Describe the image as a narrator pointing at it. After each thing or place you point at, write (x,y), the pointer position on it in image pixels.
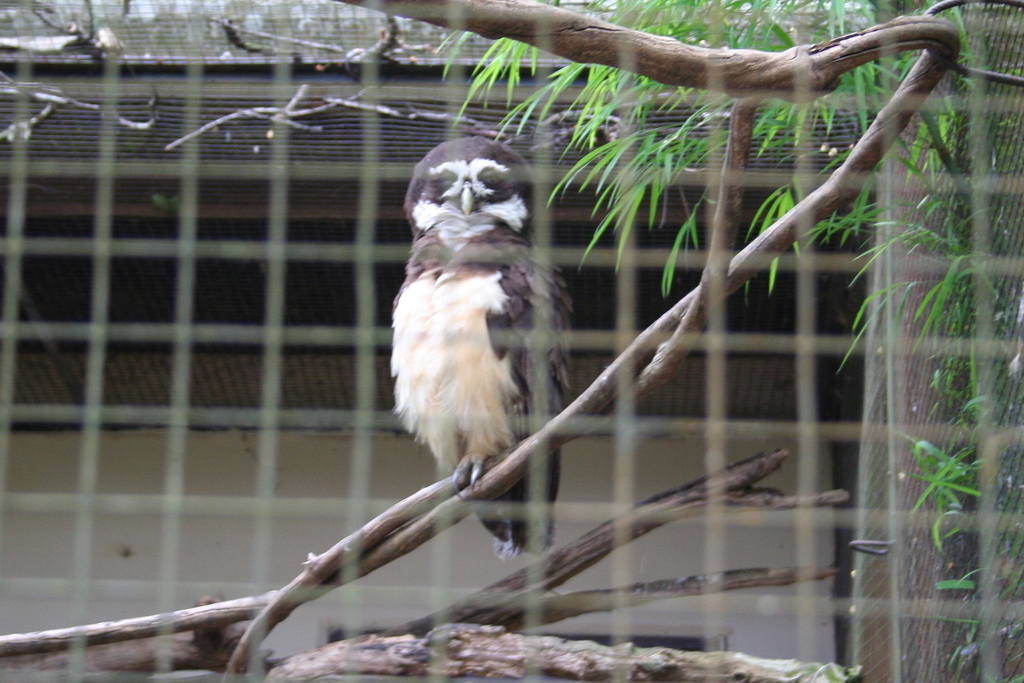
In this picture we can see an owl (520,294) on the branch (323,582) of a plant (775,251). We can see a mesh (161,504), wooden objects (560,600) and a building (820,374) in the background (884,465).
